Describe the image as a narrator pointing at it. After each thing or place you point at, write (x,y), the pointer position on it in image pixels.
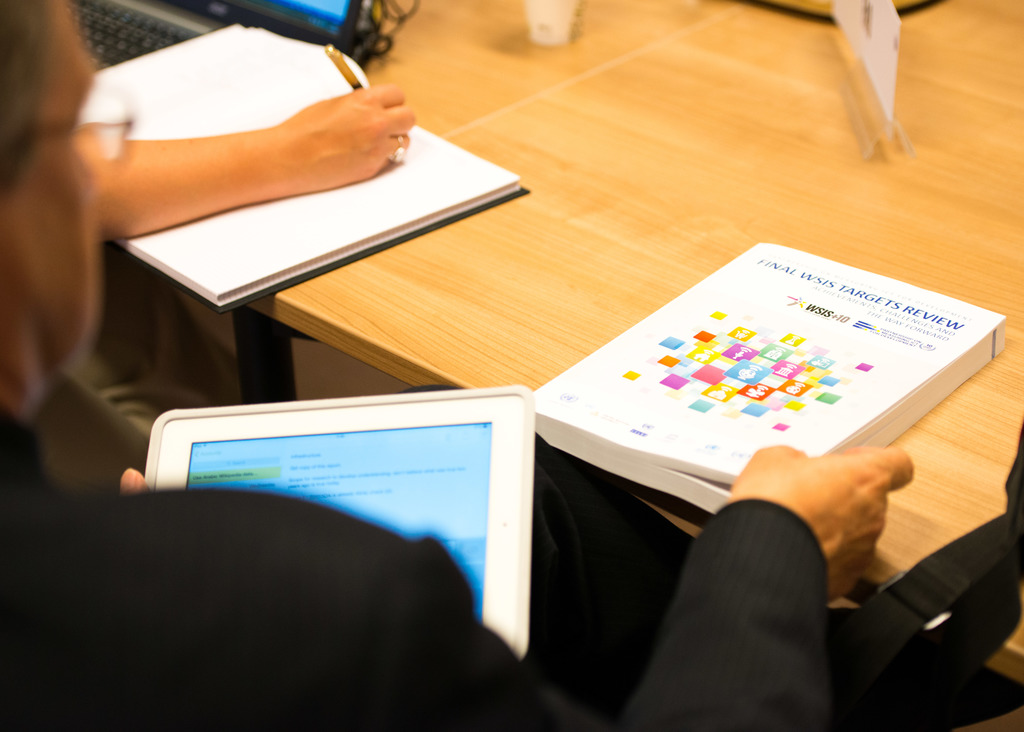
In this picture I can see couple of books (595,371) and a laptop (197,34) on the tables (872,159) and I can see a human (312,169) writing in the book (371,180) and I can see another human (338,601) holding ipad (461,465) in one hand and looks like he is opening another book (746,377) on the table (461,343).
